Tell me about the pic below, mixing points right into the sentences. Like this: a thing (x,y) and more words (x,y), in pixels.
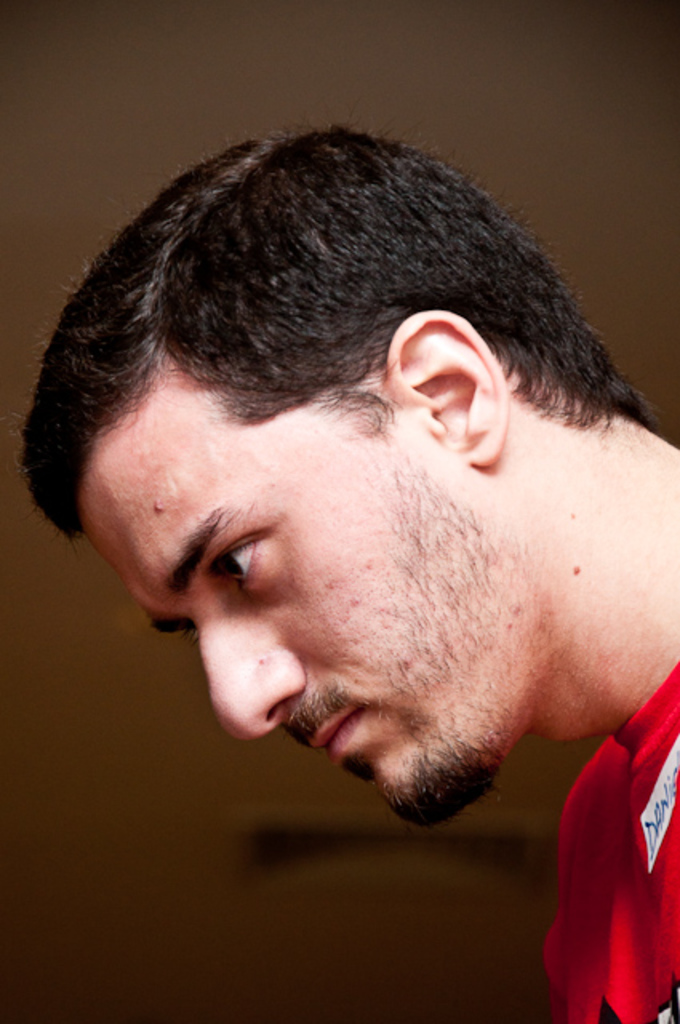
In this image I can see the person (589,875) is wearing red color dress (597,908). Background (525,124) is in brown and black color.
